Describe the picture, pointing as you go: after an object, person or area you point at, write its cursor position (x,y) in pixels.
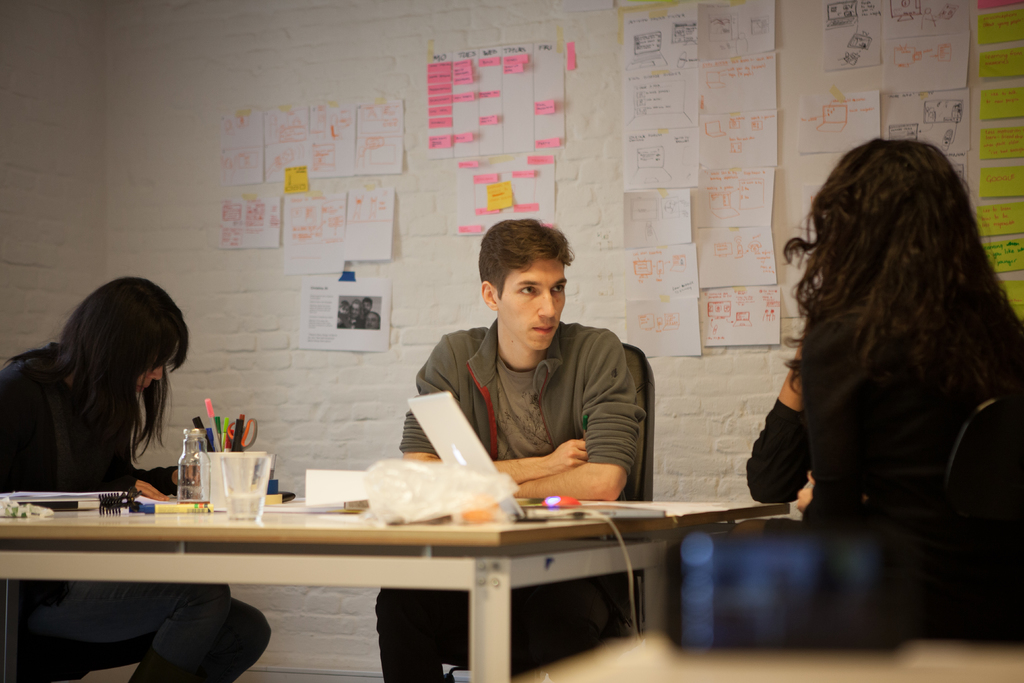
The three people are sitting on a chair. There is a table (440,559). There is a pen box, glass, sketch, laptop (503,510) on a table (380,530).
